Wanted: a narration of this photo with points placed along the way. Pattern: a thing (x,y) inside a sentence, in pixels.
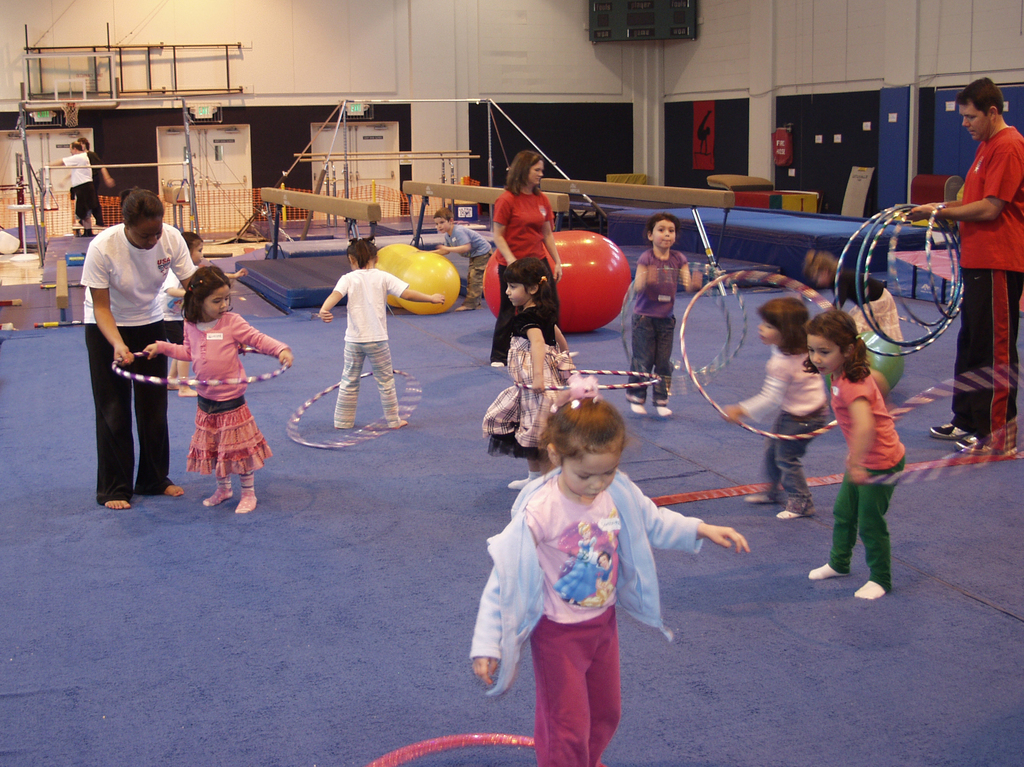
In this image we can see a group of people (792,362) standing on the floor (737,328). Some children (792,362) are holding rings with their hands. On the right side of the image (987,247) we can see a man (985,235) holding hula hoop (958,293) in his hand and some containers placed on the ground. In the background (666,20), we can see group of balls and stands (489,135) are placed on the floor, group of doors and a screen (677,33) on the wall (820,146).
